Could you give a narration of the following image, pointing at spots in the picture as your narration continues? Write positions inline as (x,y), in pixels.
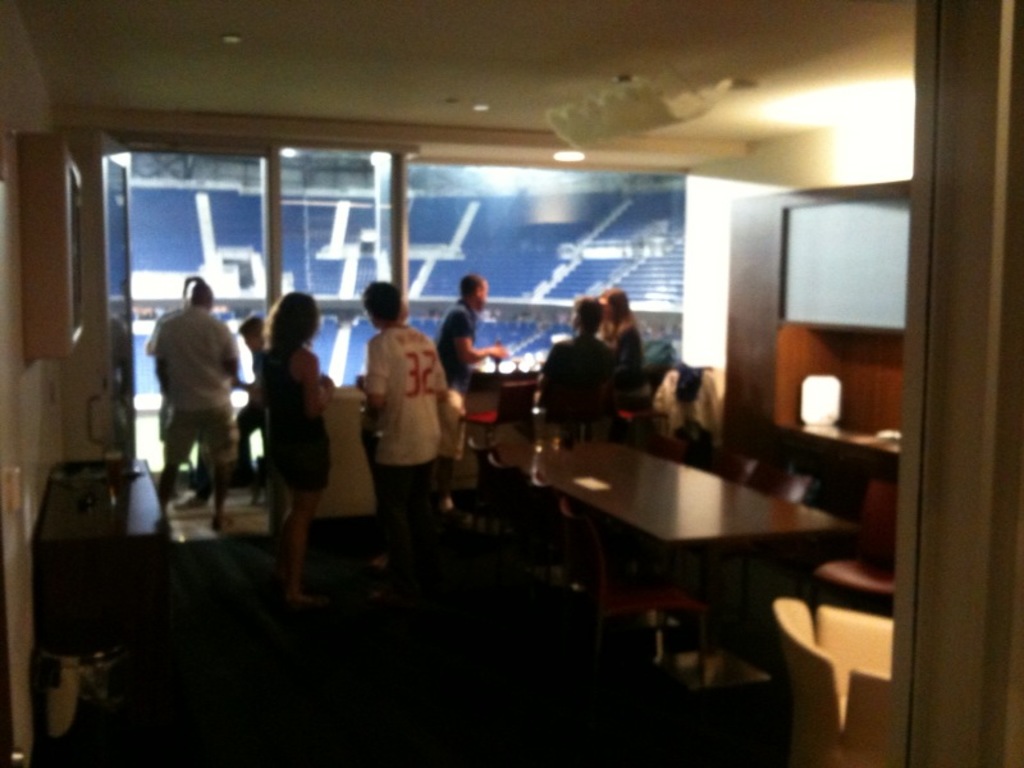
In the image there are few people (388,441) stood and few sat, this picture seems to be clicked in a break out room (801,630) as in background (187,227) we can see its in the stadium (555,250).
